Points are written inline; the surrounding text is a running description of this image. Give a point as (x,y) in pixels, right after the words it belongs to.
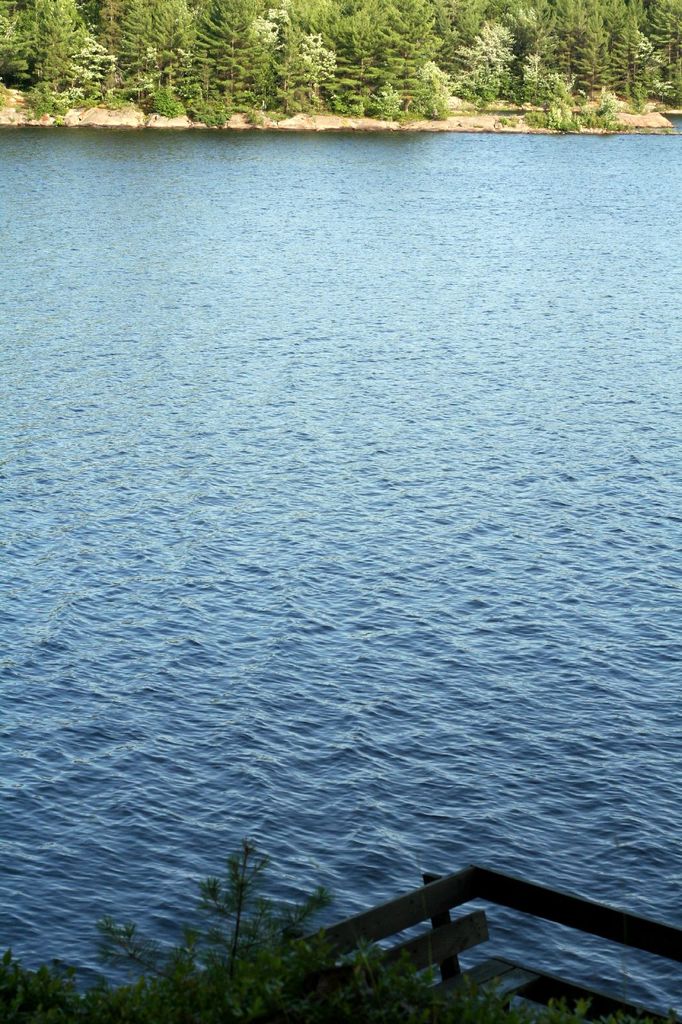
In the middle of the image (295,614) I can see water surface (337,581). In the background (675,22), I can see groups of trees (527,13).
